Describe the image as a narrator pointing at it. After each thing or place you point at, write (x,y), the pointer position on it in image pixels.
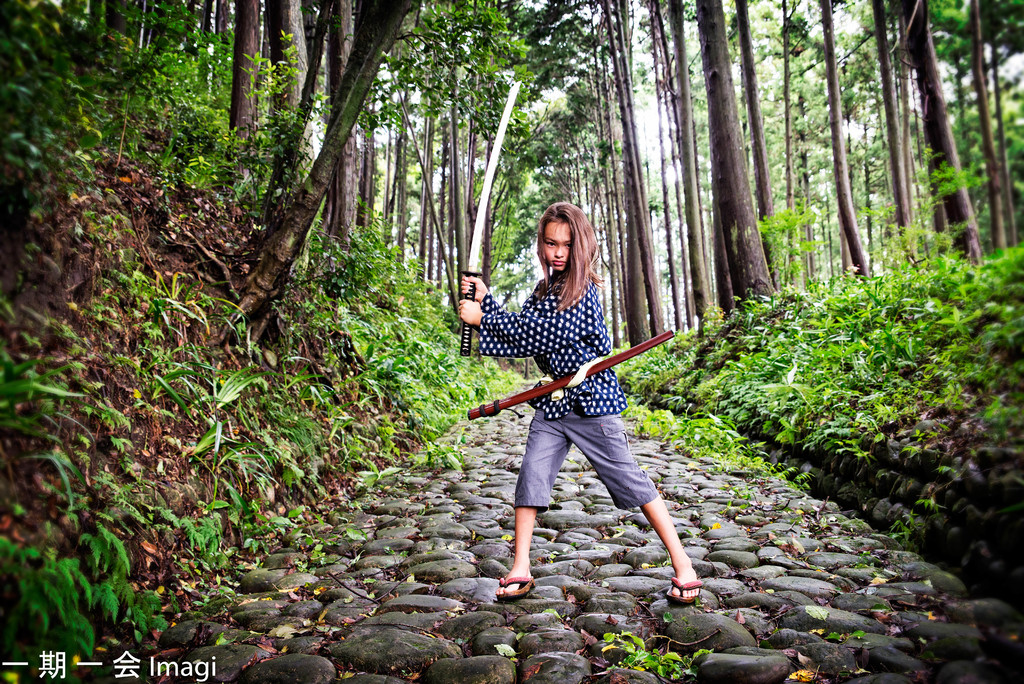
In the image we can see there is a kid (550,317) standing and holding sword (469,335) in her hand (466,316). Behind there are lot of trees (943,107).
